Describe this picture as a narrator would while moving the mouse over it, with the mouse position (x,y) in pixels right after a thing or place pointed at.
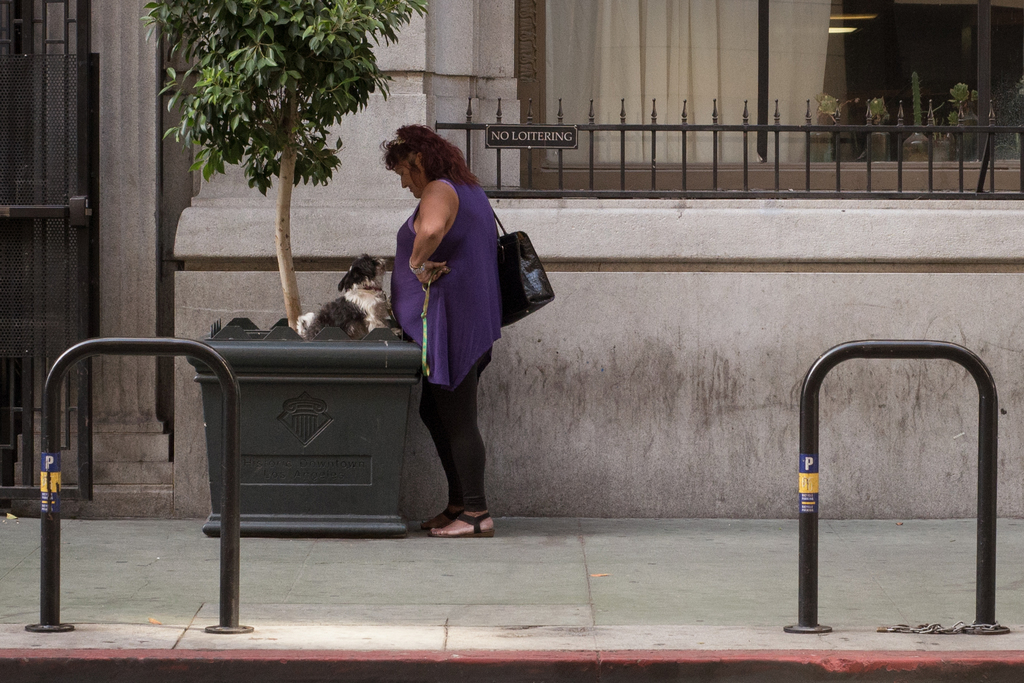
In the background (464,69) the wall (509,71), curtain (825,58), glass window (873,62). We can see fencing (1020,127) and a board (514,125). We can see a woman (490,313) is standing near to the wall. On the pot (387,347) we can see a dog (364,266) is sitting and a plant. On the left side (70,147) we can see black gate (40,186). We can see black rods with "P" stickers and it seems like a parking place (425,535).
